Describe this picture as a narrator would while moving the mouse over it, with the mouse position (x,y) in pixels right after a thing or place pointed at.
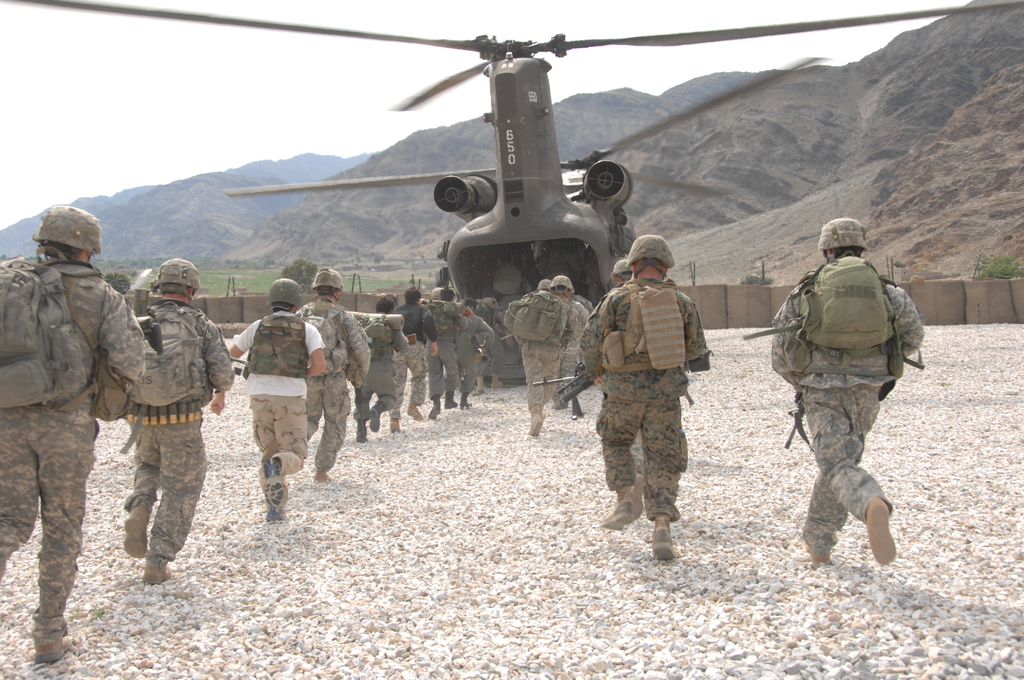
In this image we can see some soldiers (10,485) carrying backpacks (646,322) holding weapons (698,364) in their hands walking in to the helicopter (550,152) and at the background of the image (402,206) there are some mountains (564,139) and clear sky (446,73).
